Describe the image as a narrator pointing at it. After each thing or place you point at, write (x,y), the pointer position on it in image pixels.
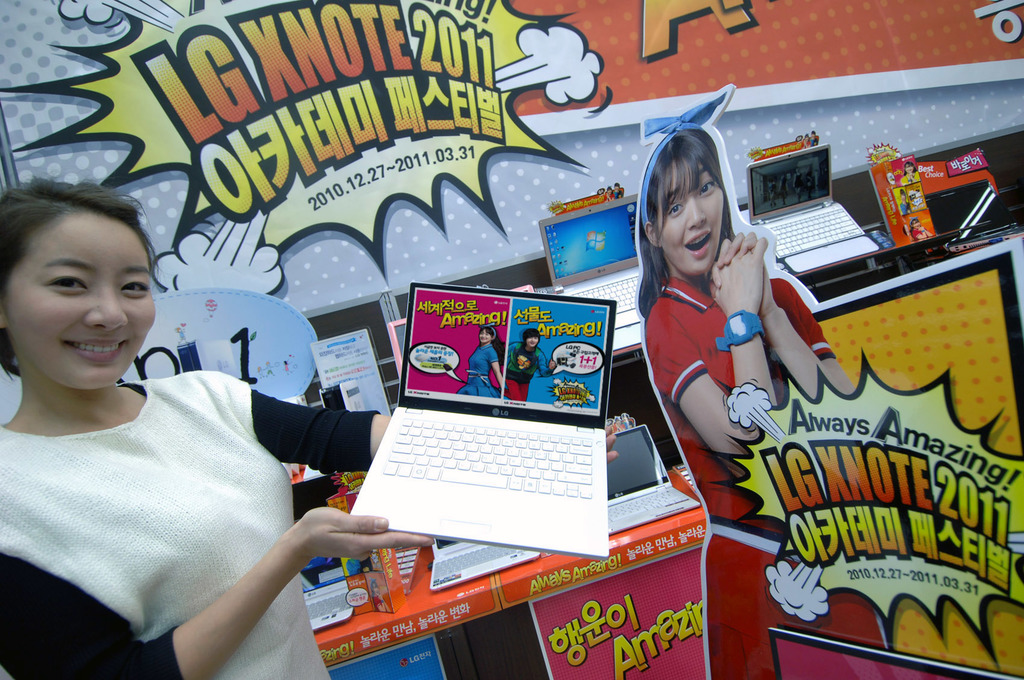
In this image we can see a woman (327,446) standing and holding laptop (421,403) in her hands (382,434). In the background (456,174) we can see posters (690,317) and laptops (839,217) placed on the desks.
